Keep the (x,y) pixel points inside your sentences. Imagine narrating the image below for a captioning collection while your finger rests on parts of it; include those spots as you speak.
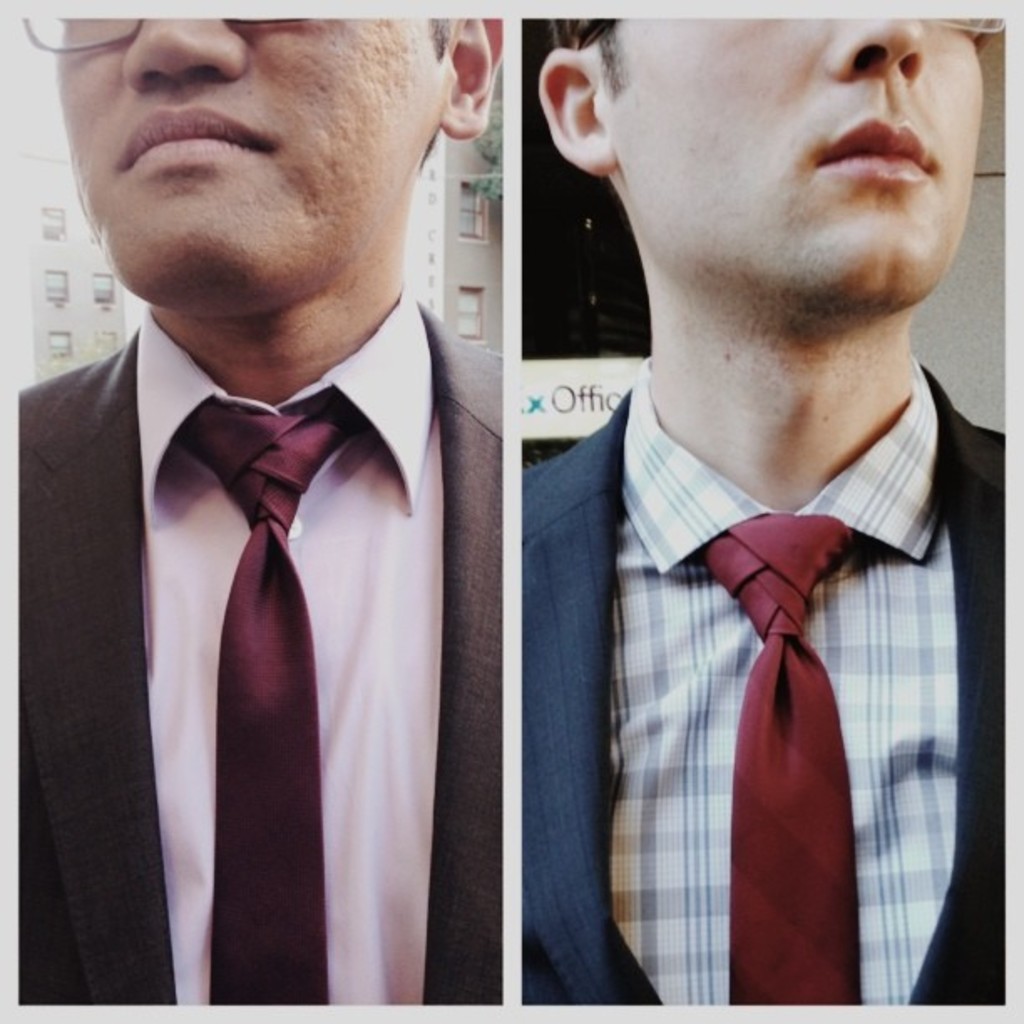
This picture is a collage of 2 images. On the right side (762,454) there is a person (762,450) wearing blue colour suit (598,662) and a red colour tie (794,671) and a shirt (689,706) and in the background (584,329) there is an object (584,311) which is black in colour and there is a board (580,397) with some text (584,396) written on it which is white in colour. On the left side of the image (188,494) there is a person (206,541) wearing brown colour suit (81,623), pink colour shirt (191,597) and red colour tie (283,509) and in the background (103,266) there is a building (463,266) and there is an object (493,152) which is green in colour and the person (210,109) is wearing specs (112,34).
